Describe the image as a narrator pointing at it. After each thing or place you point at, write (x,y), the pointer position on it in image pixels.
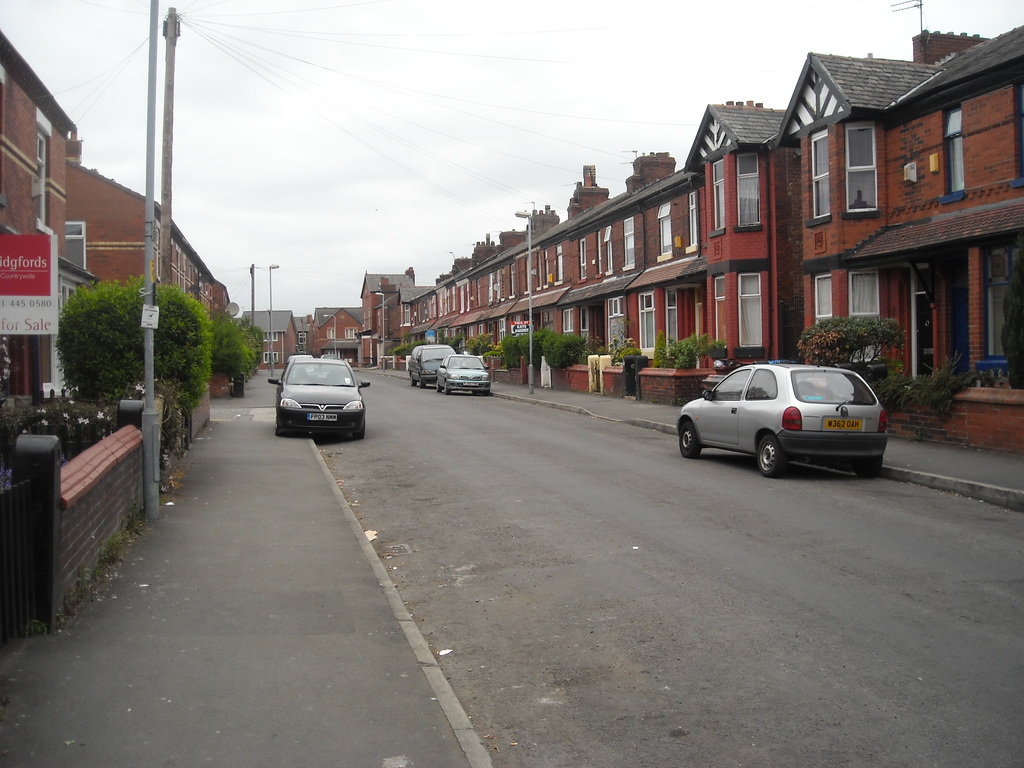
At the center of the image (413,479) we can see there is a road (551,565). On the road (619,579) there are some vehicles (749,423). On the right (813,308) and left side of the road (531,523) there are buildings (699,310), in front of the buildings (588,293) there are few plants (203,375), trees (156,369) and some utility poles (150,142). In the background (348,149) there is a sky (454,159).
